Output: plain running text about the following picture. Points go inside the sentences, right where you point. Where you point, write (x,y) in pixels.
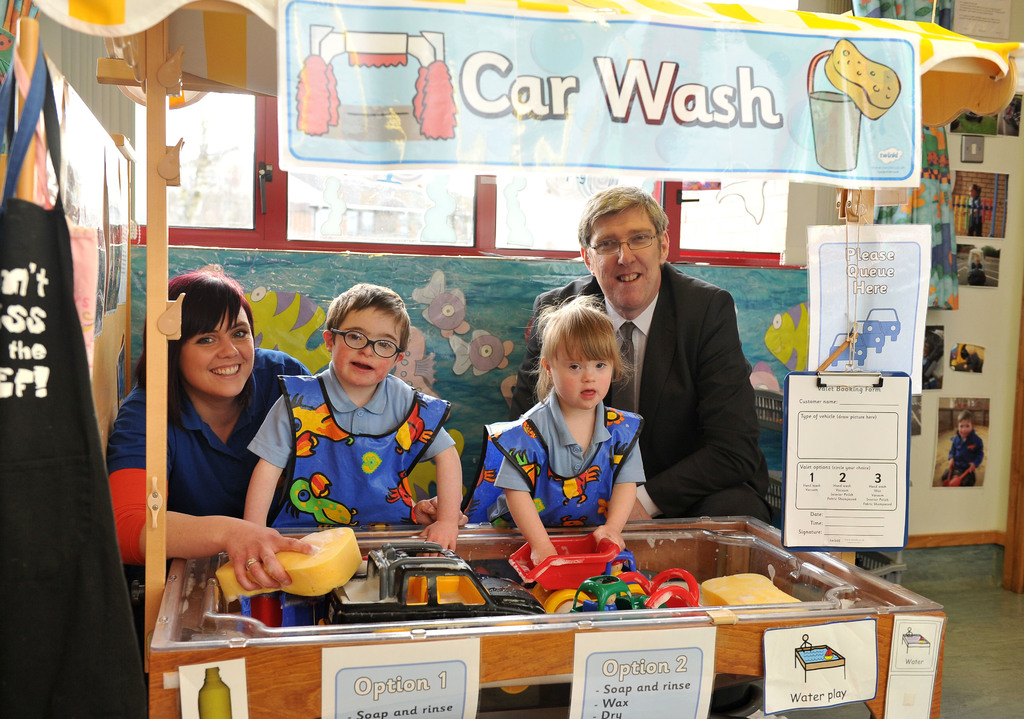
In this image I can see a stall (511,662) to which I can see few boards (464,676) which are blue in color and in the stall (504,675) I can see two children (527,449) wearing blue colored dress (401,447), a man (673,379) wearing black blazer (680,381), white shirt (637,347) and a woman (225,397) wearing blue and red colored dress (188,435). In the background (456,334) I can see the wall (445,326), few windows (473,186) and few photos (960,248) attached to the wall (935,419).
